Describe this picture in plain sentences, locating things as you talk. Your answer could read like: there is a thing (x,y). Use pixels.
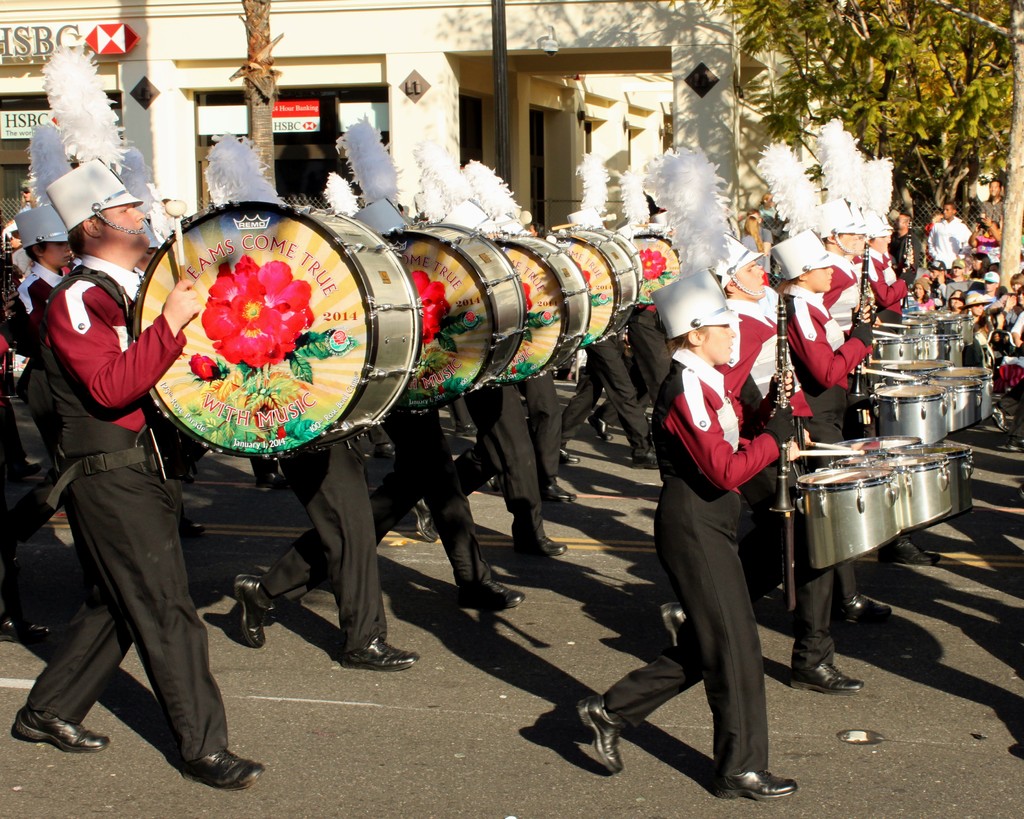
The picture is outside a building (632,87). The people (137,576) are walking by the road (615,563) are playing drum (281,368). They are wearing uniform (722,391) and white hat (96,189). In the background (651,141) there is a tree (935,84) and building (429,82).
